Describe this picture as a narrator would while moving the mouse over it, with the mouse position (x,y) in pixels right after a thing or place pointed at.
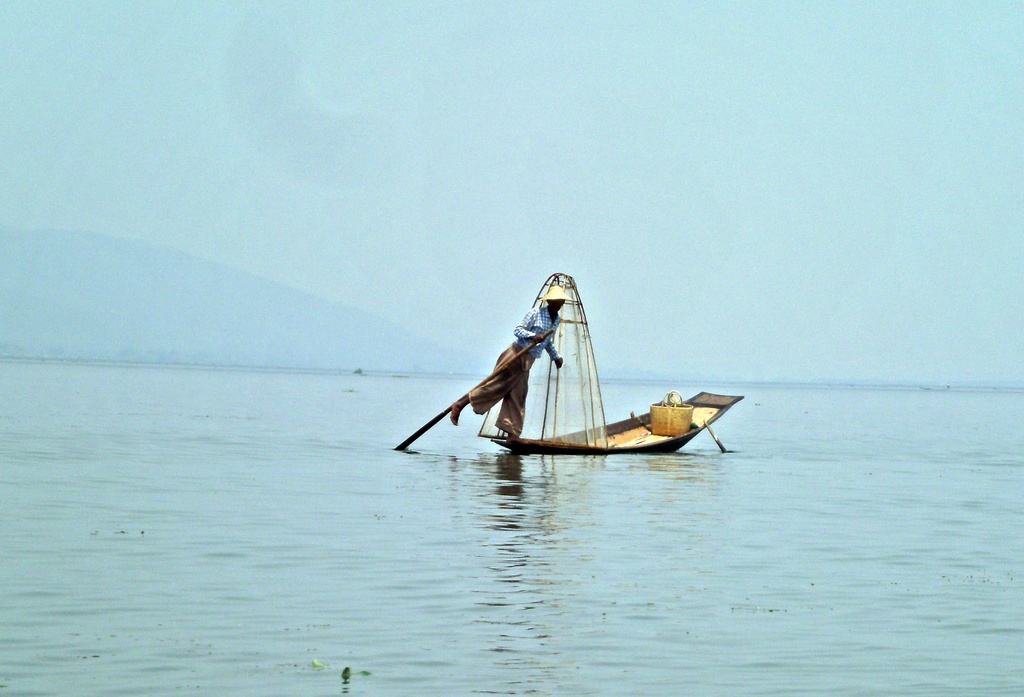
Here in this picture we can see a boat (604,453) present in a river (489,497), as we can see water (480,502) present all over there and on that boat (628,444) we can see a person (533,331) standing, wearing a hat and holding a paddle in his hand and we can also see a basket (670,423) in the boat (697,399) present over there.
